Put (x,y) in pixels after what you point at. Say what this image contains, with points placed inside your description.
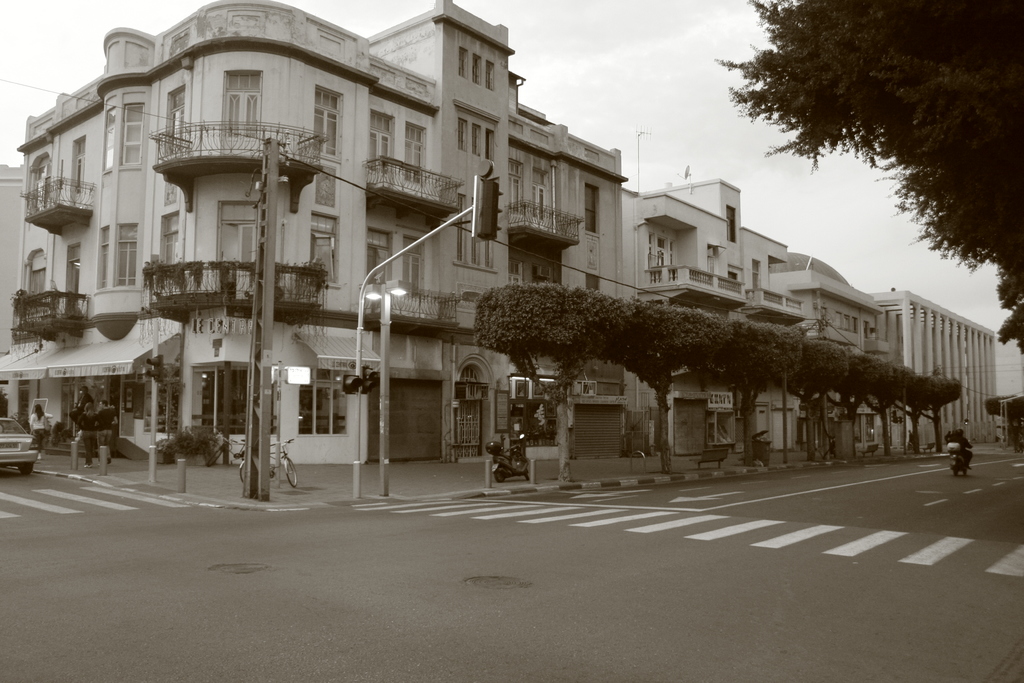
This image is a black and white image. This image is taken outdoors. At the top of the image (692,102) there is the sky (631,85) with clouds (25,54). At the bottom of the image (622,636) there is a road (217,576). In the middle of the image (478,295) there are many buildings (470,339). There are many plants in the pots (188,291). There are many trees (567,342). A few people (41,420) are walking on the sidewalk (218,488). A bicycle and a bike (492,448) are parked on the sidewalk (510,483). There are a few poles (386,299) with street lights (382,366) and signal lights (162,376). On the right side of the image (972,451) a person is riding on the bike (957,466). On the left side of the image (36,458) a car (21,454) is parked on the road (31,510).
